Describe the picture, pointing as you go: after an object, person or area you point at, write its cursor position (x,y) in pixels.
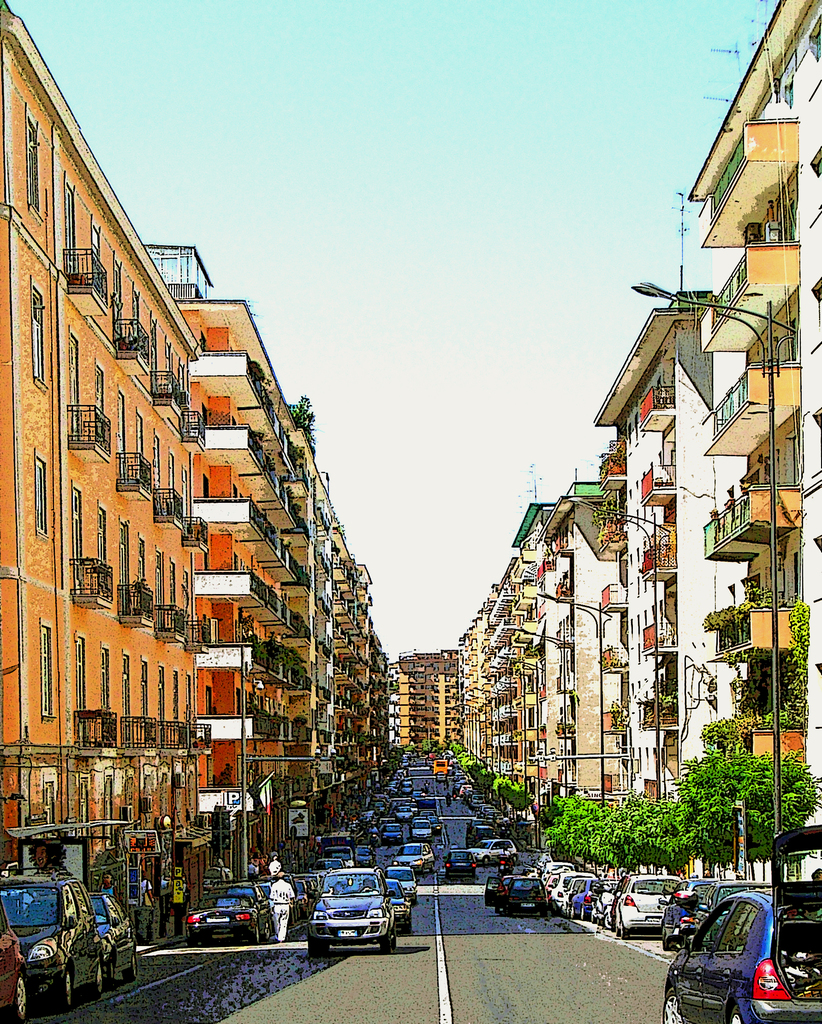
In this picture we can see some people (261,861) and vehicles (359,877) on the path (442,808). On the right side of the vehicles (679,957) there are trees (767,780), buildings (767,730) and poles (772,381) with lights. Behind the buildings (492,670) there is the sky (386,287).
